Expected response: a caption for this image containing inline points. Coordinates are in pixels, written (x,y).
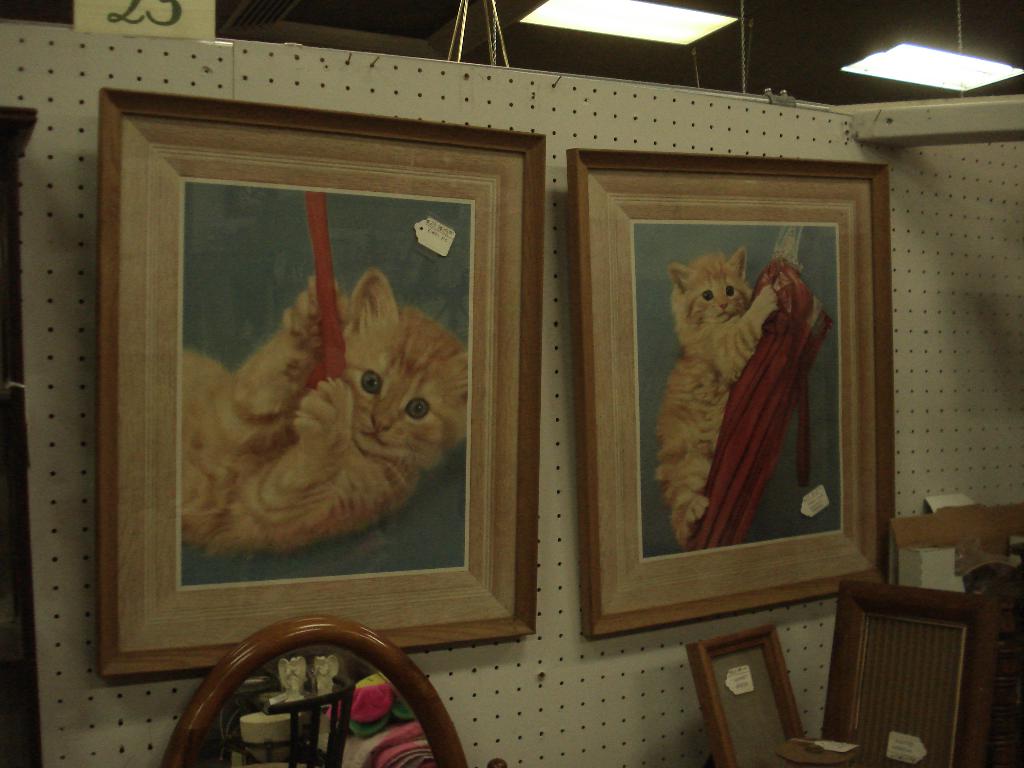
In this image there are two cat photos (361,616) in the wall (465,673). There are a mirror (429,682) and frames (849,721) in the foreground (765,751). There is roof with lights (938,57).
